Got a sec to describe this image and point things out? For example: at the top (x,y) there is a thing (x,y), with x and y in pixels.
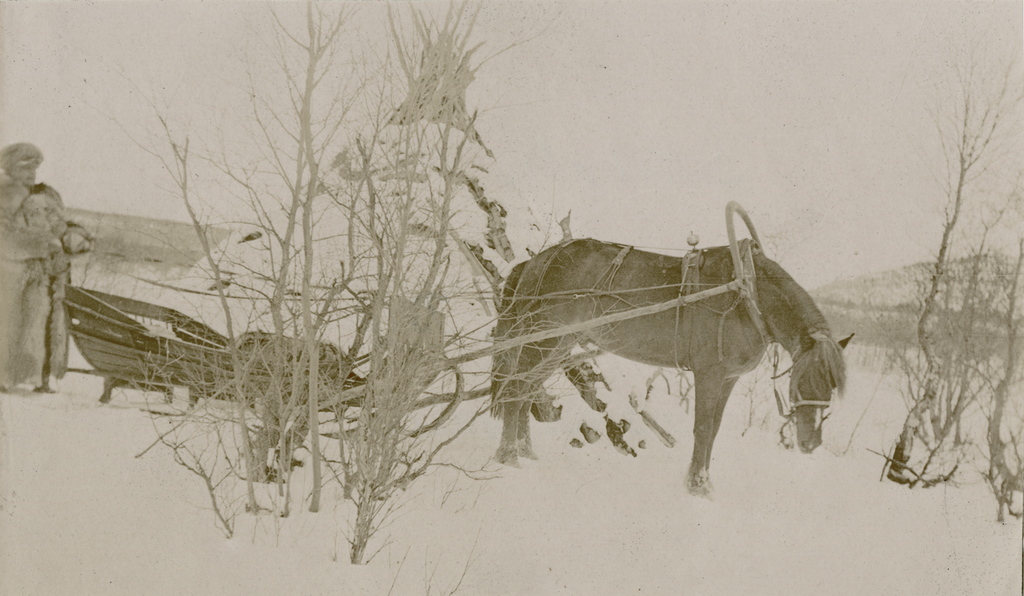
In the center of the image (617,328) we can see a horse (653,336). On the left (155,390) there is a person (37,367) and a cart (232,358). In the background (372,33) there are trees (926,395) and sky (685,140).
